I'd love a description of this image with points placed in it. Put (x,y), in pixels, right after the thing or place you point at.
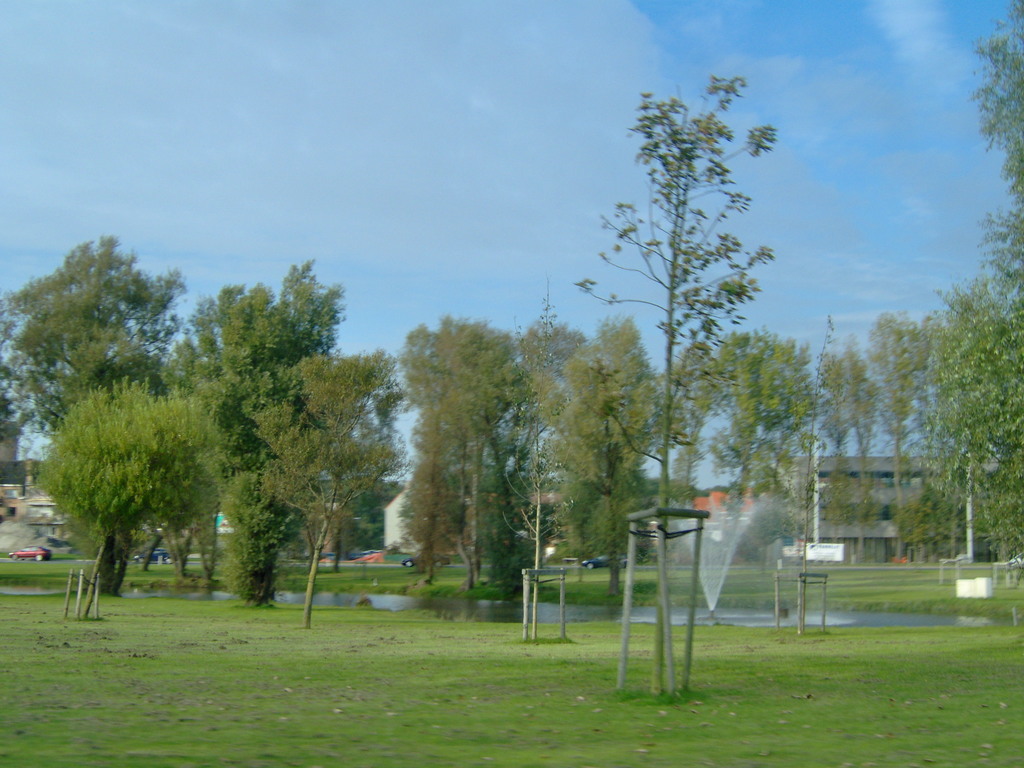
In this image we can see trees (488,491), sprinklers (703,583), water (599,618), motor vehicles (408,562), buildings (889,493) and sky (842,199) with clouds (828,199).
